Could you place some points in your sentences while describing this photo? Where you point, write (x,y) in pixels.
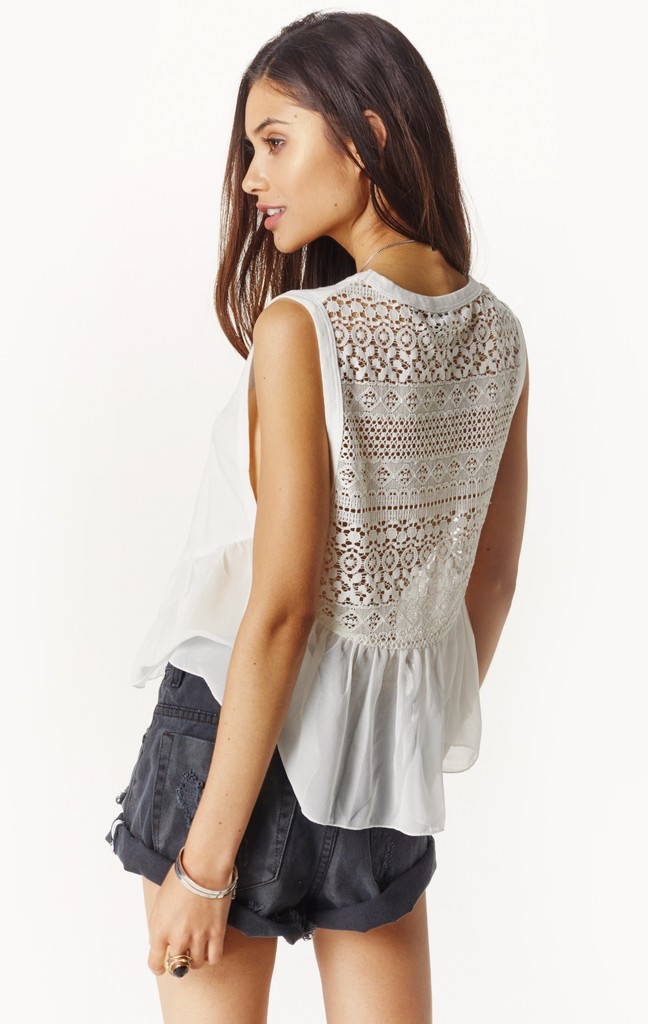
In this image there is a woman (404,117) standing, and there is white background (497,80).
